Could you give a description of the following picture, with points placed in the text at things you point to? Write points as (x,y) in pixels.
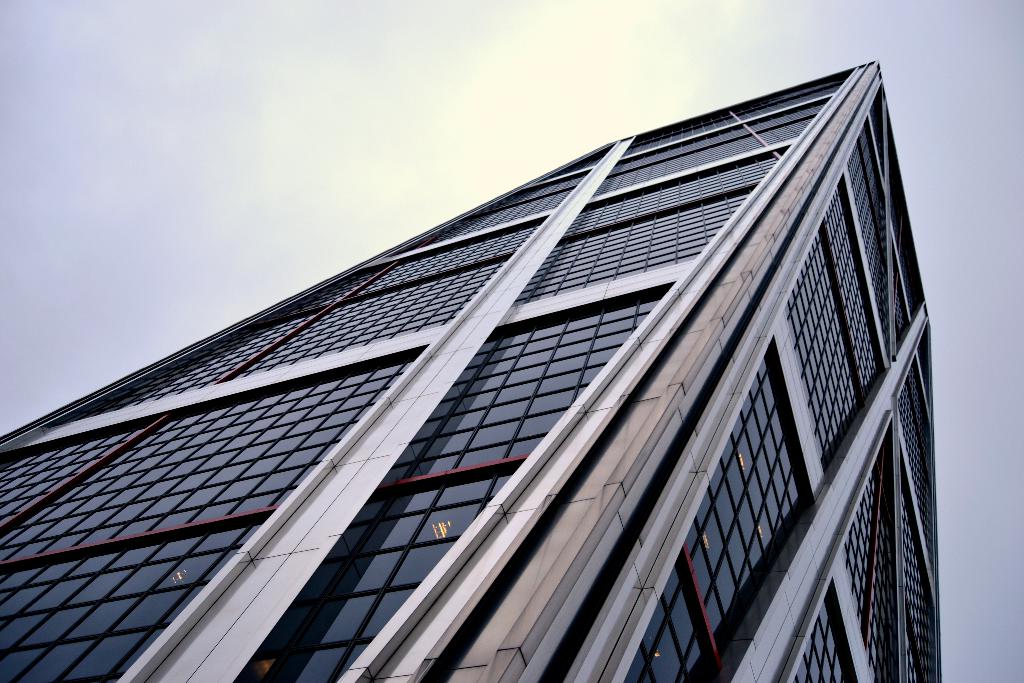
In this image we can see a building (771,480) and glass windows (715,579). In the background (488,163) we can see the sky (289,133).
